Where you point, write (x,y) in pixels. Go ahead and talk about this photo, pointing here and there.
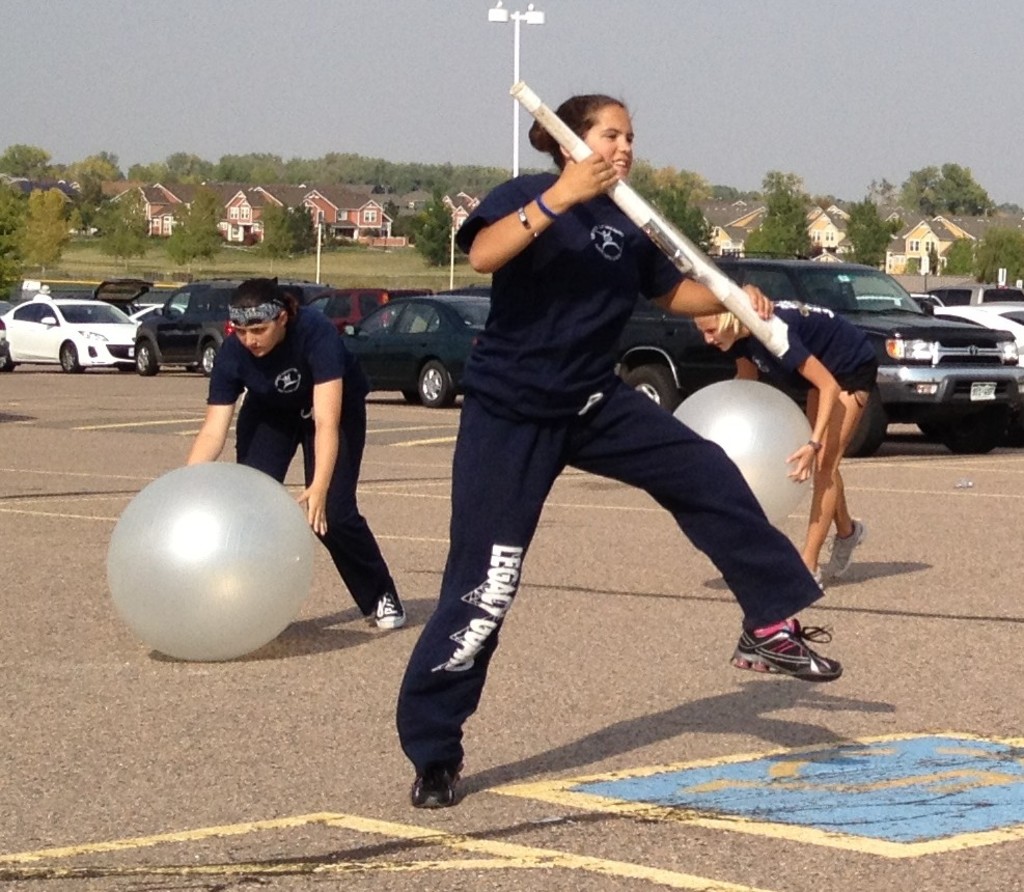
In the picture I can see women (494,478) are standing on the ground (631,631) among them the woman (502,500) in the front (639,431) is holding some object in hands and women (363,613) in background (753,421) are holding balloons (240,593). In the background (388,368) I can see houses (384,233), poles (322,222), vehicles (448,383), the sky (487,113), trees (358,168) and some other objects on the ground (62,667).
